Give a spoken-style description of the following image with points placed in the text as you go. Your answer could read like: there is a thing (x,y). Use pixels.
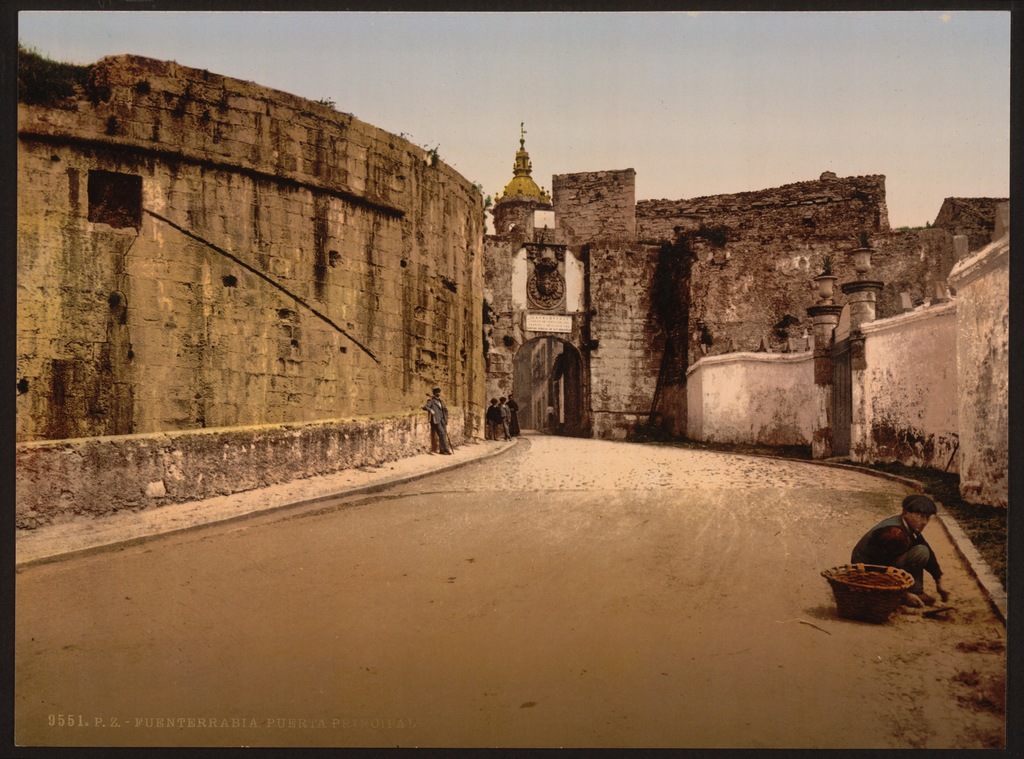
This is an edited picture. I can see a fort (664,277), there are few people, and in the background (627,96) there is the sky (498,96) and there is a watermark (321,726) on the image.
